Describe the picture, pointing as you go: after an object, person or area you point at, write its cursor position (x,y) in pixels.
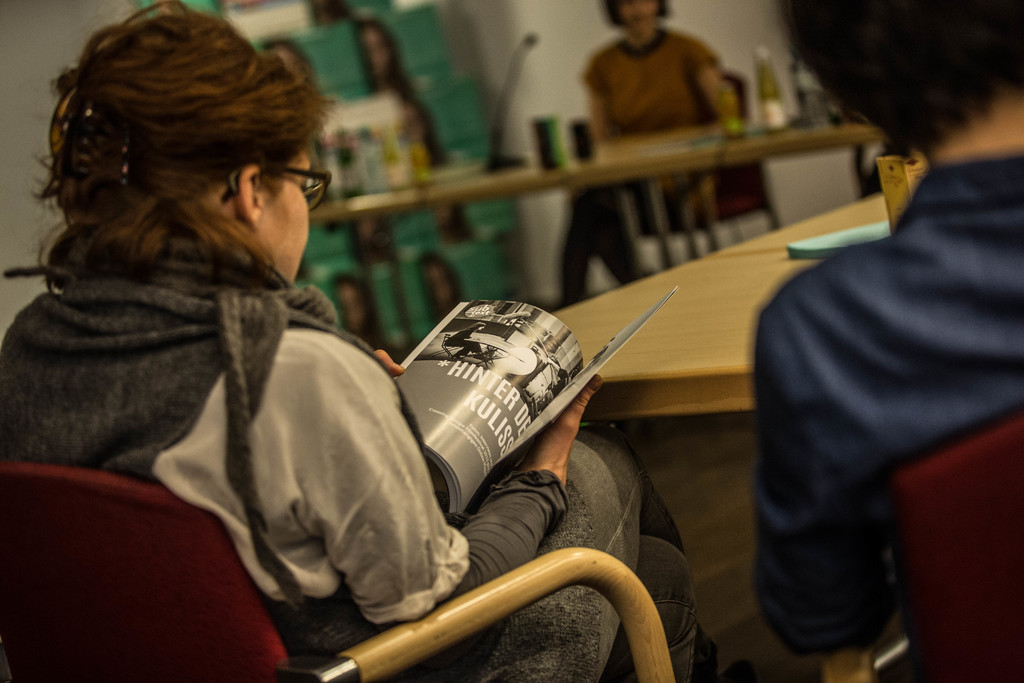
In this image we can see a woman (307,413) sitting on a chair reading a book (436,432), beside the woman (588,470) there is another person (884,454) sitting on a chair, in front of them there is a table (739,287), in the background of the image (603,195) there is another woman (660,81) sitting on a chair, in front of the woman (661,67) there is a table (631,165) with a mic (503,168) and some other objects (548,137) on the table (683,135).
